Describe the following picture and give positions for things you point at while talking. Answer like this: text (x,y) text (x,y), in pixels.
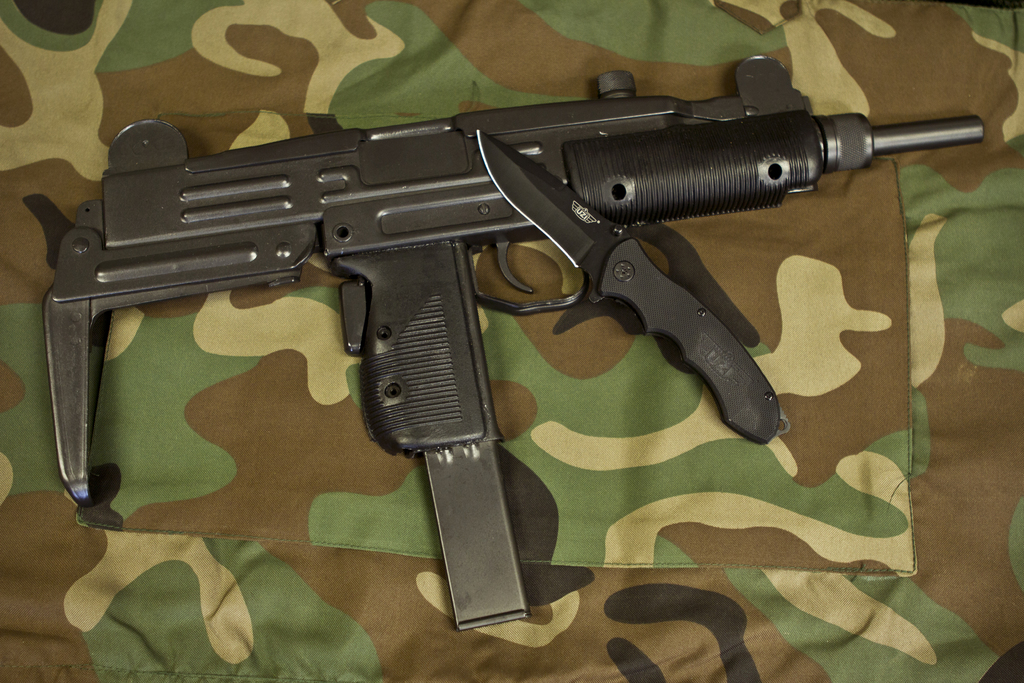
In this image I can see a camouflage cloth (211,412) and on it I can see a black colour gun (368,391) and a black colour knife (616,253).
